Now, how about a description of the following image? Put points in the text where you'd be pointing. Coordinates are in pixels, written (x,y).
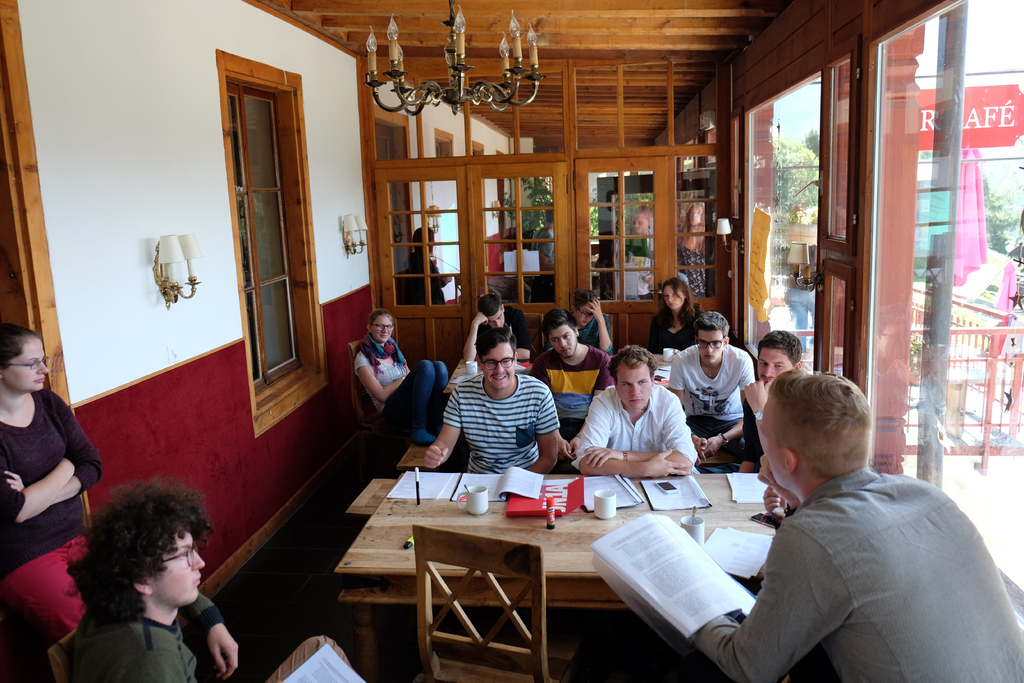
In this picture I can see few people (647,369) are seated and I can see couple of men (794,594) holding papers (670,615) and I can see few papers (731,549), teacups (601,501) and few pens (415,490) and mobiles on the table (716,527) and I can see few papers (668,374) and few cups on another table (664,359) and few lights (168,242) to the wall (336,254) and few lights (459,95) to the ceiling (432,55) and a woman (11,353) standing on the side and I can see a board (977,119) with some text (1003,120) and from the glass (953,272) and i can see few trees (996,242).
